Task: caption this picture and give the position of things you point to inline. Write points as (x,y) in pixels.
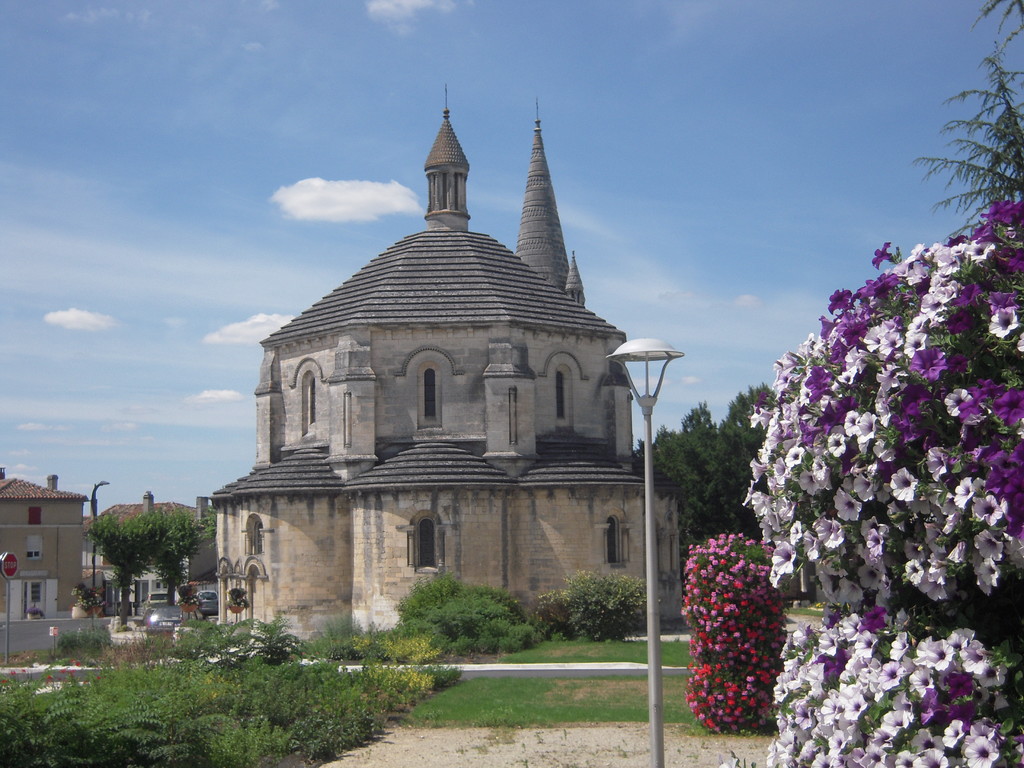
In this image we can see buildings (675,496), vehicles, poles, grass (685,708), plants (93,725), flowers (714,671), and a board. In the background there is sky (313,223) with clouds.
